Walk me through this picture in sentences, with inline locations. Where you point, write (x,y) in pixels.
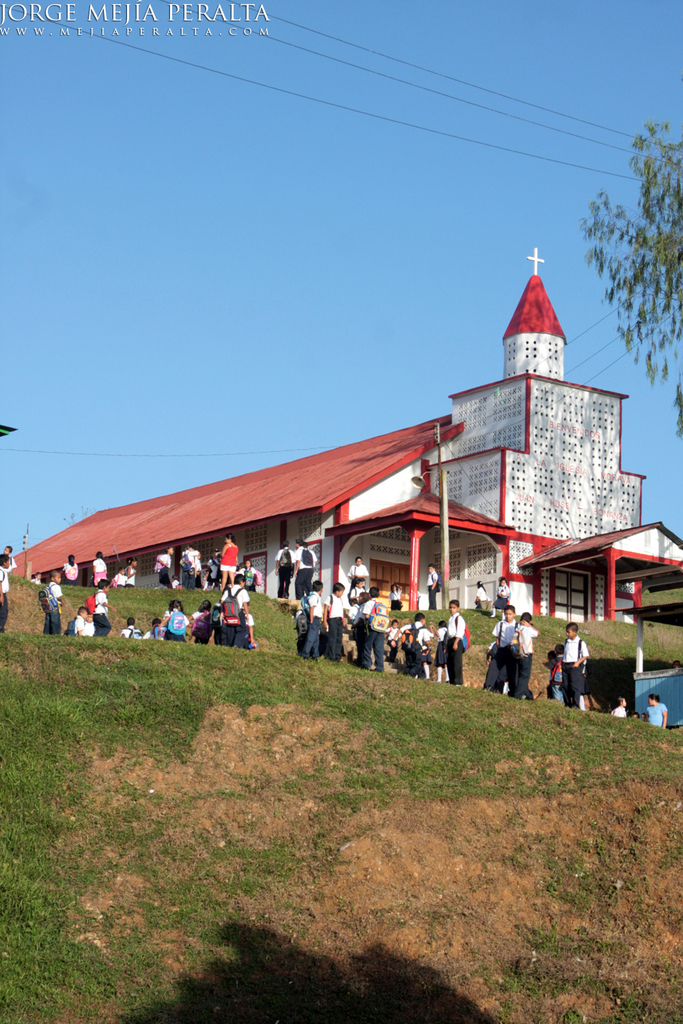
In this picture I can see the grass (222,654) and I see number of people (303,555) and in the center of this picture (269,487) I can see a building (278,490). In the background (134,297) I can see the sky (268,159), few wires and a tree (682,228). On the top left corner of this image (103,18) I can see the watermark (172,12).
